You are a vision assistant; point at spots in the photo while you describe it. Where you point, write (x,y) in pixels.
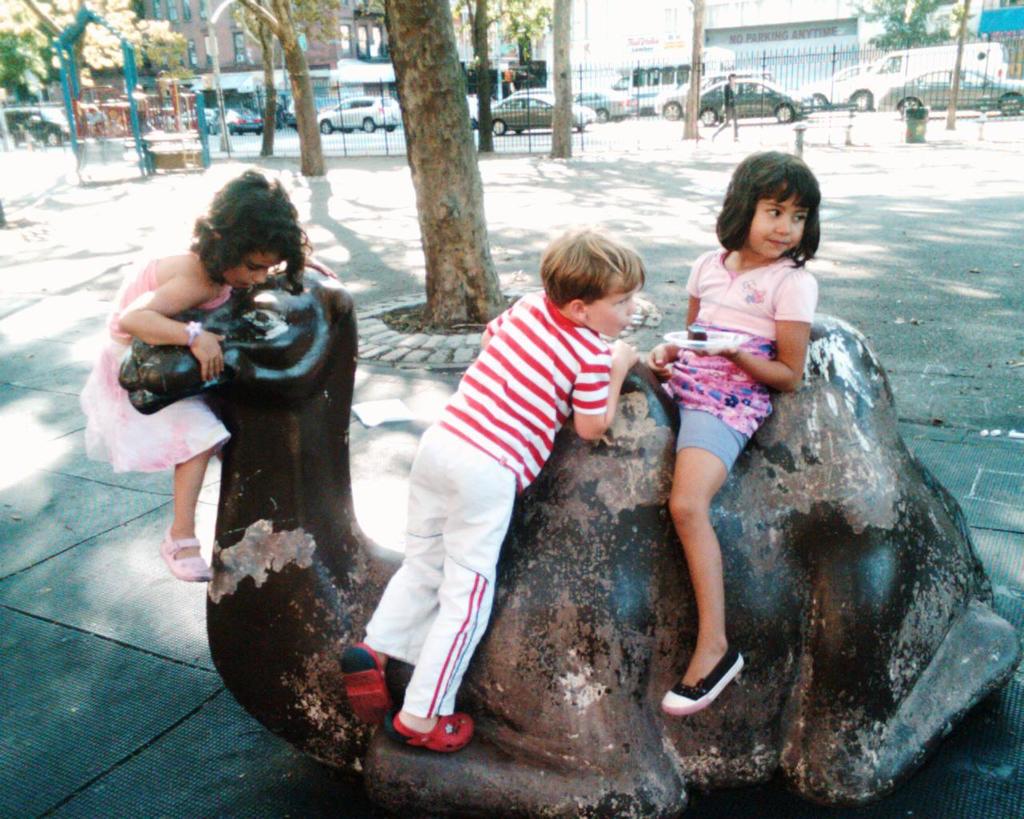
In this picture we can observe three children (580,406) playing on the statue of an animal (313,620). Two of them are girls (187,494) and one of them is a boy (562,372). We can observe trees (411,104). In the background (398,107) there is a railing (739,100). We can observe some cars (544,103) and vehicles (529,100) moving on the road (809,113). There are buildings (458,27) in the background (227,57).
